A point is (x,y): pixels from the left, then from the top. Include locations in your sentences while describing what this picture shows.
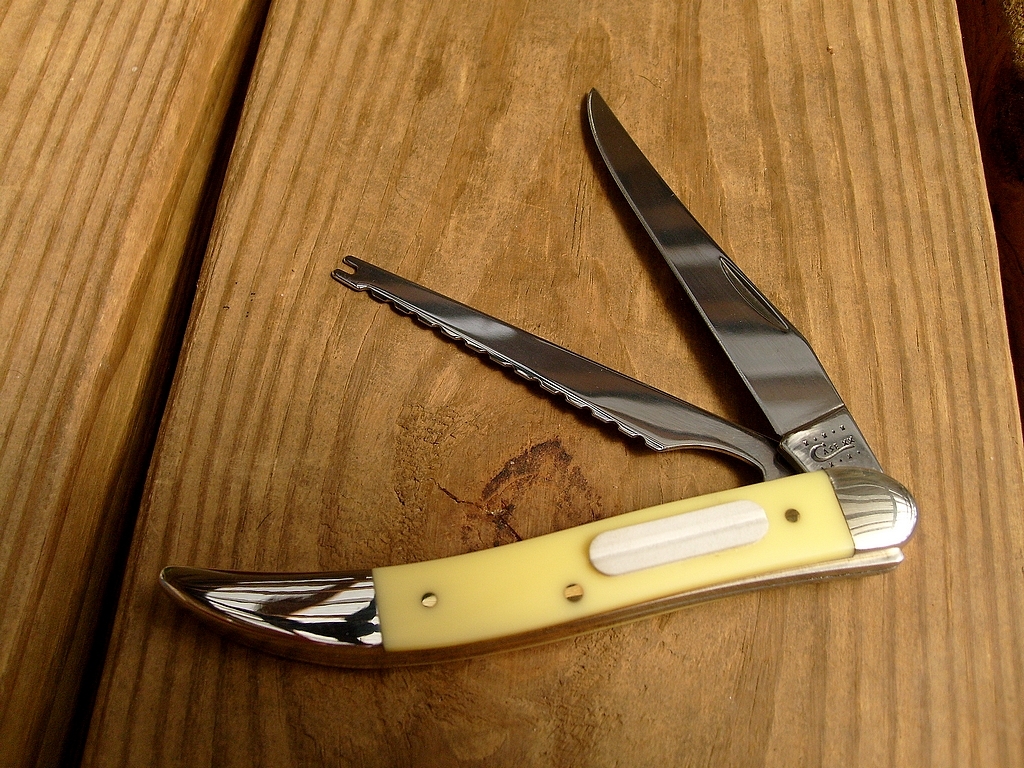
In the center of the image (550,380) we can see knives (698,427) placed on the table (128,607).
